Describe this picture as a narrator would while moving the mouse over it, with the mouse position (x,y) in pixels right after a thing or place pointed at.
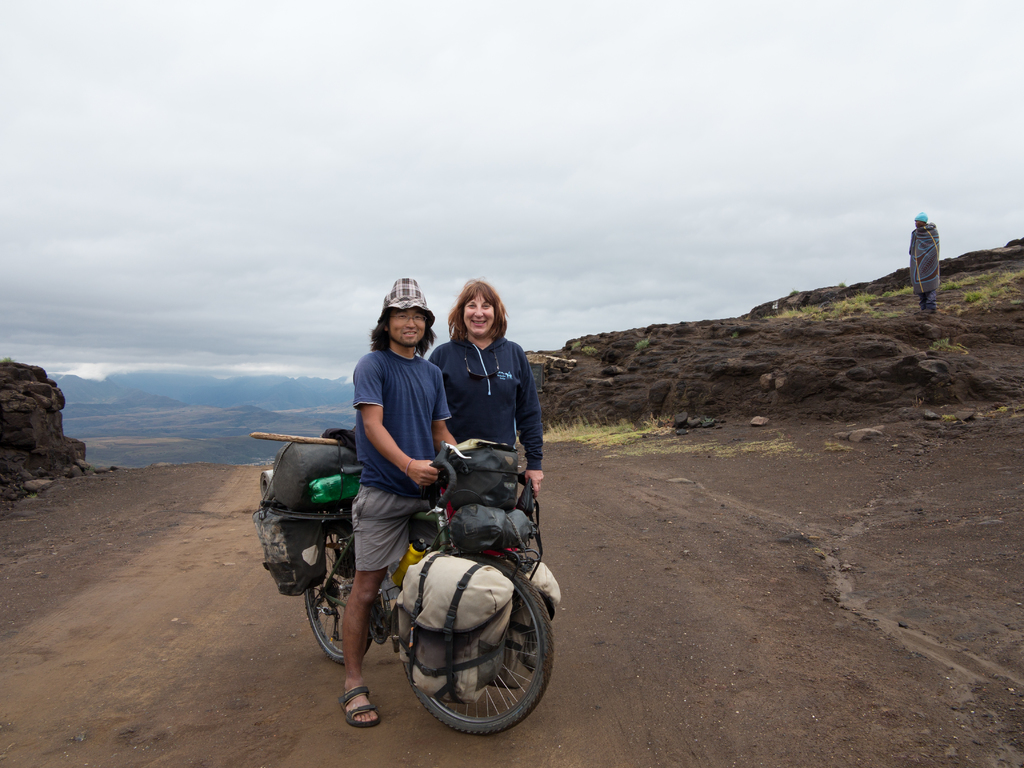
In this image there are men (358,598) and a woman (485,394) standing, there is a bicycle (307,603), there are bags (502,508) on the bicycle (302,491), there is the grass (602,442) on the ground (567,598), at the background of the image (505,151) there is the sky (318,247).
